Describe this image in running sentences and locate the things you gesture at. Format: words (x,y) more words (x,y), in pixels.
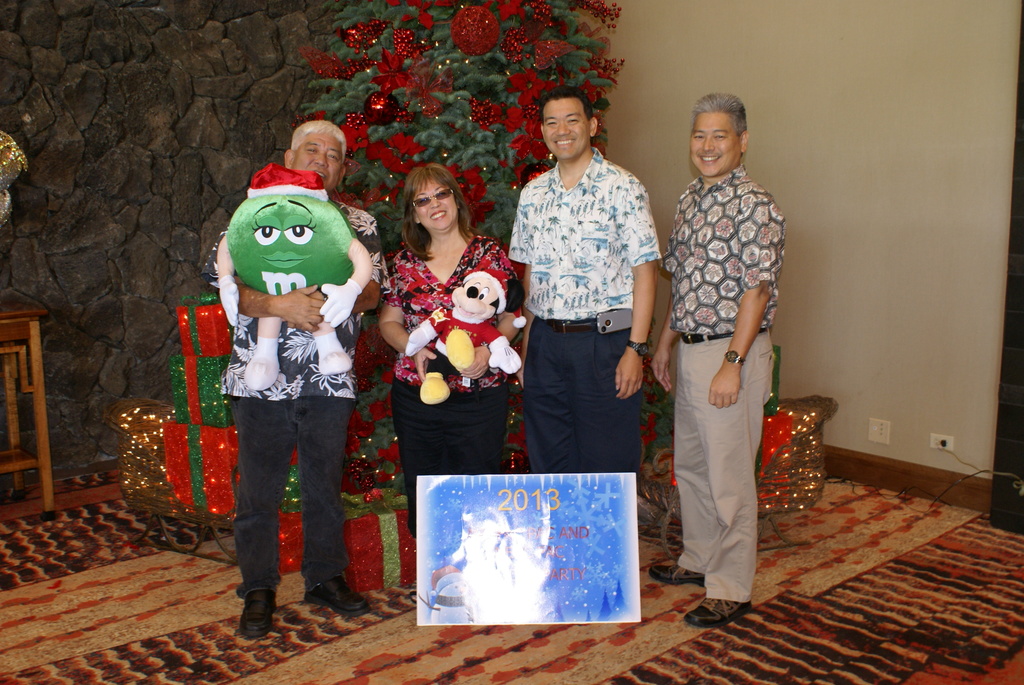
In this picture I can see a group of people (545,184) are standing and smiling. At the bottom (591,568) there is an image (540,583) in blue color, behind them there is a Christmas tree (464,145) decorated with red color things (429,78), on the right side (975,302) there is a wall (911,282) in this image.
